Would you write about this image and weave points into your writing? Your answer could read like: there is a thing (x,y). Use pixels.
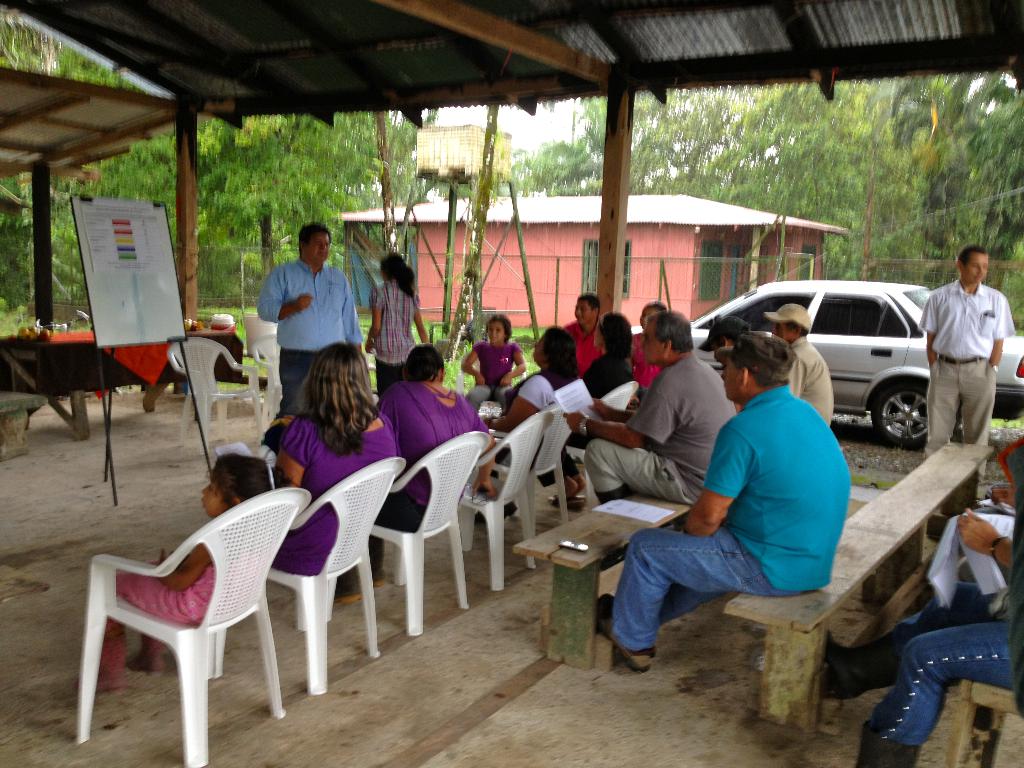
This is completely an outdoor picture. On the background (596,163) we can see trees (588,161). This is a house (675,267) with door (724,272) and windows (712,266). Here we can see one car (919,358). Here we can few persons (149,584) sitting on the chairs (255,557). This is a board (163,289). Behind the board (120,330) there is one table (123,353). Here we can see one women (378,335) standing and this man (338,278) is explaining something to these persons (509,389).
